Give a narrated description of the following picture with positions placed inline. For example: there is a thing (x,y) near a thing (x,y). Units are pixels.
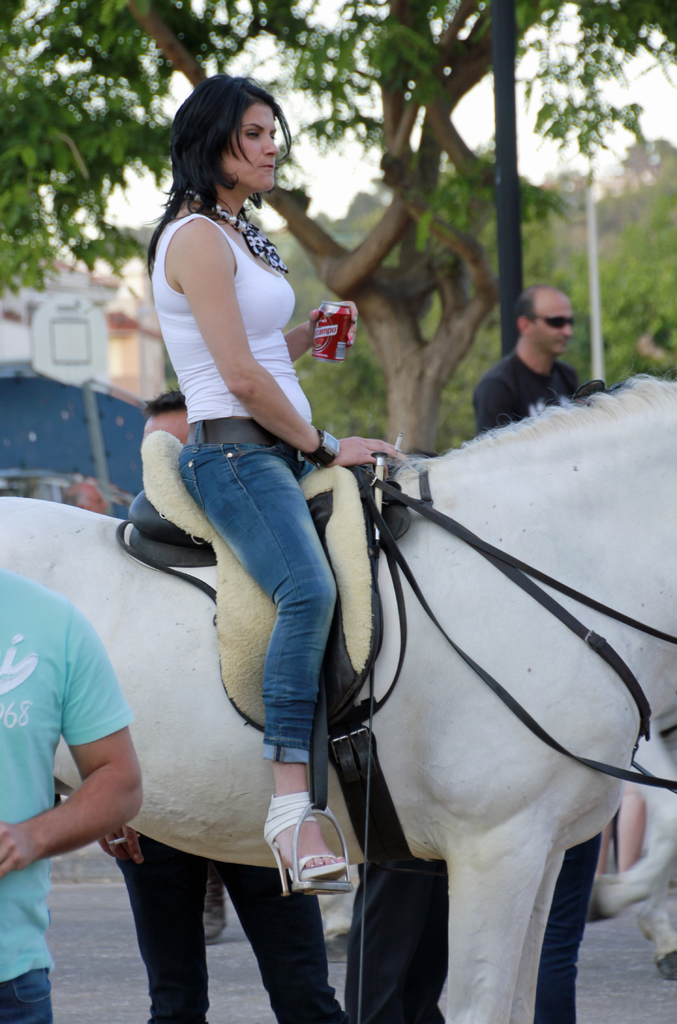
In this image a lady (246,413) is riding a horse (448,605), she is holding a can (344,329). In the left (73,641) one person (52,737) is standing. There is another horse (655,841) beside the horse (597,480). In the background (559,278) there are trees (441,308) and building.
